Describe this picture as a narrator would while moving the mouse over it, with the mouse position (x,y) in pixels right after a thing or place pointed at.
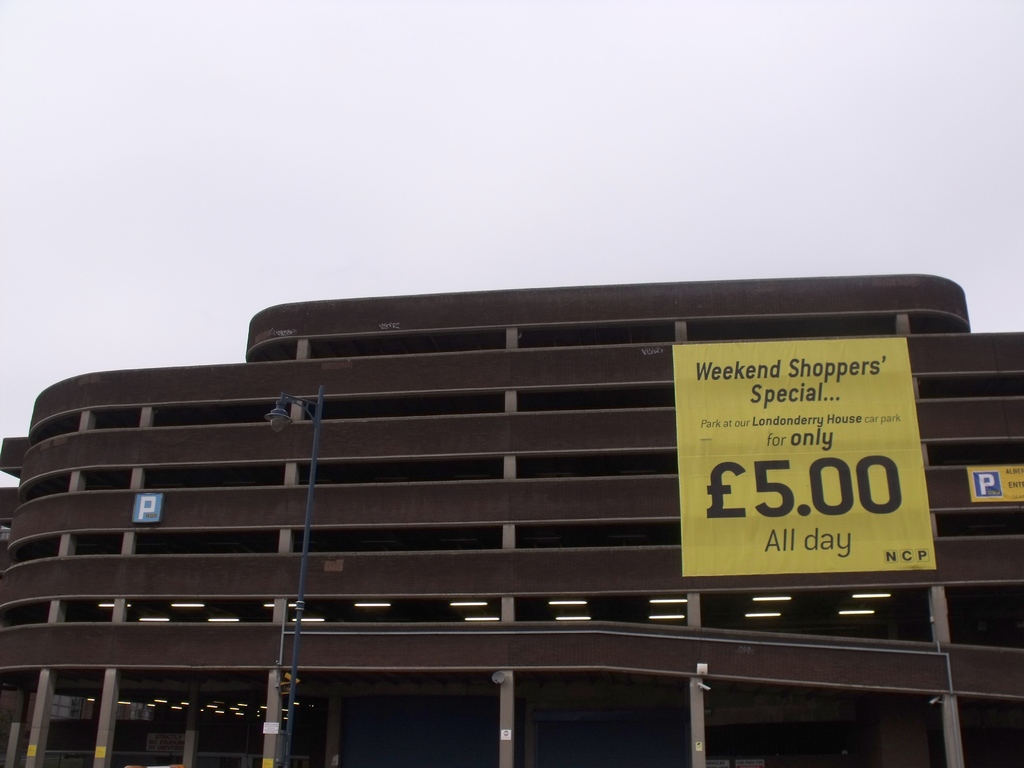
In this picture we can see light (277,408) on pole (291,710), boards (762,502) on the building (493,526), pillars (142,477) and lights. In the background of the image (214,192) we can see the sky (331,182).
